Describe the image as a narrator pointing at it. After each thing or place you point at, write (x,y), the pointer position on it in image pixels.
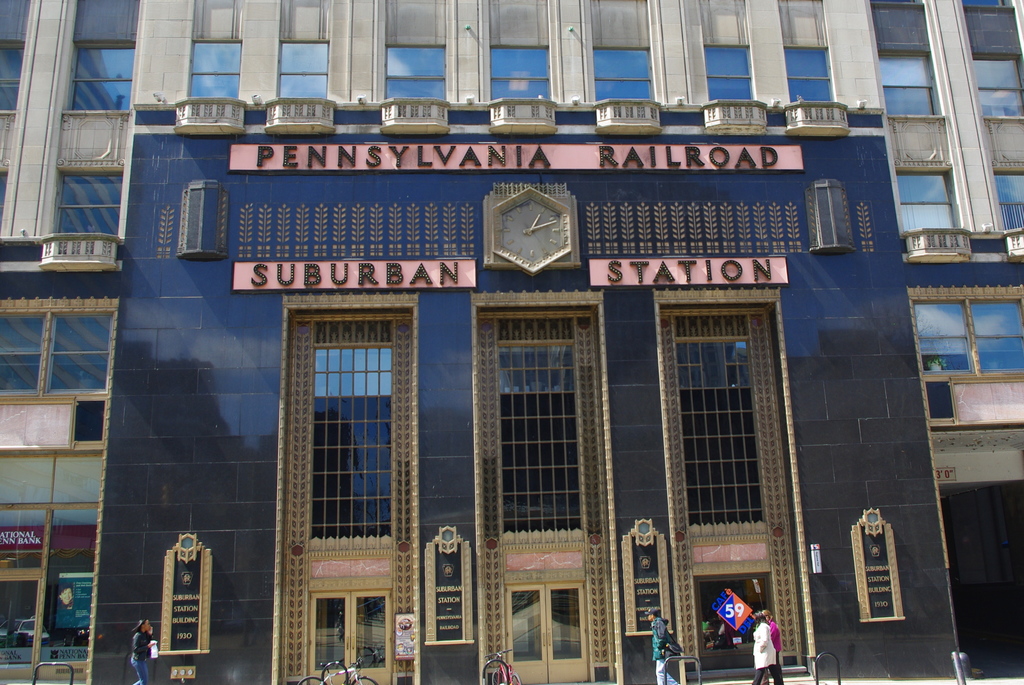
In this picture I can see building (609,242) and text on the walls (298,254) of the building (487,300) and I can see few people (137,644) walking and couple of bicycles (360,671) parked.
